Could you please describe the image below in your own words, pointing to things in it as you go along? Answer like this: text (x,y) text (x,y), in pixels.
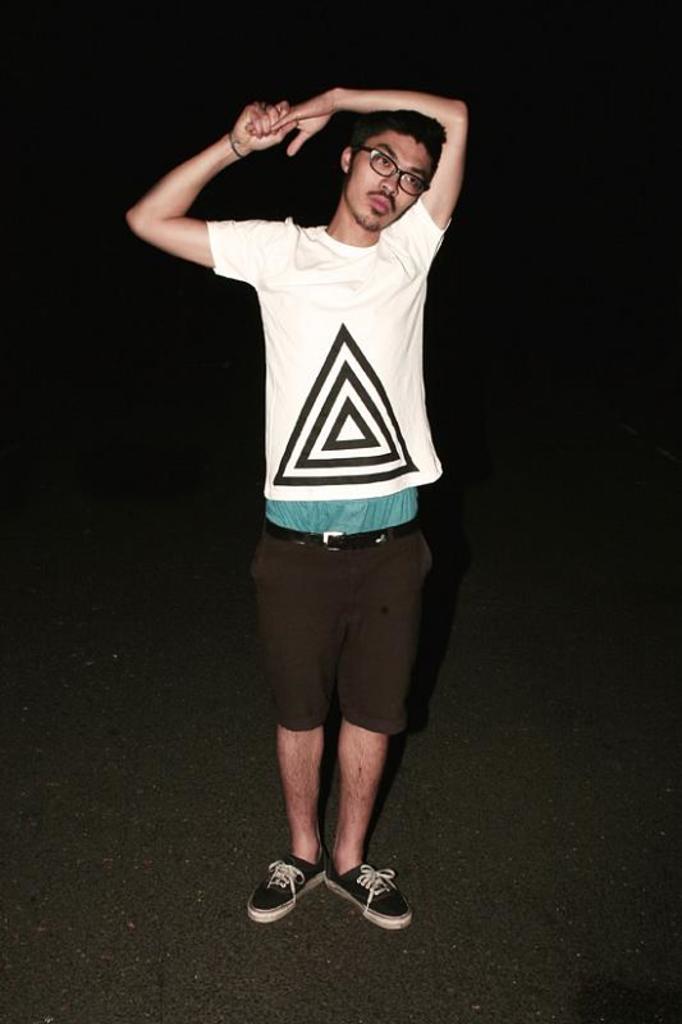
In this image, we can see a man (268,488) standing on the road (243,930).
